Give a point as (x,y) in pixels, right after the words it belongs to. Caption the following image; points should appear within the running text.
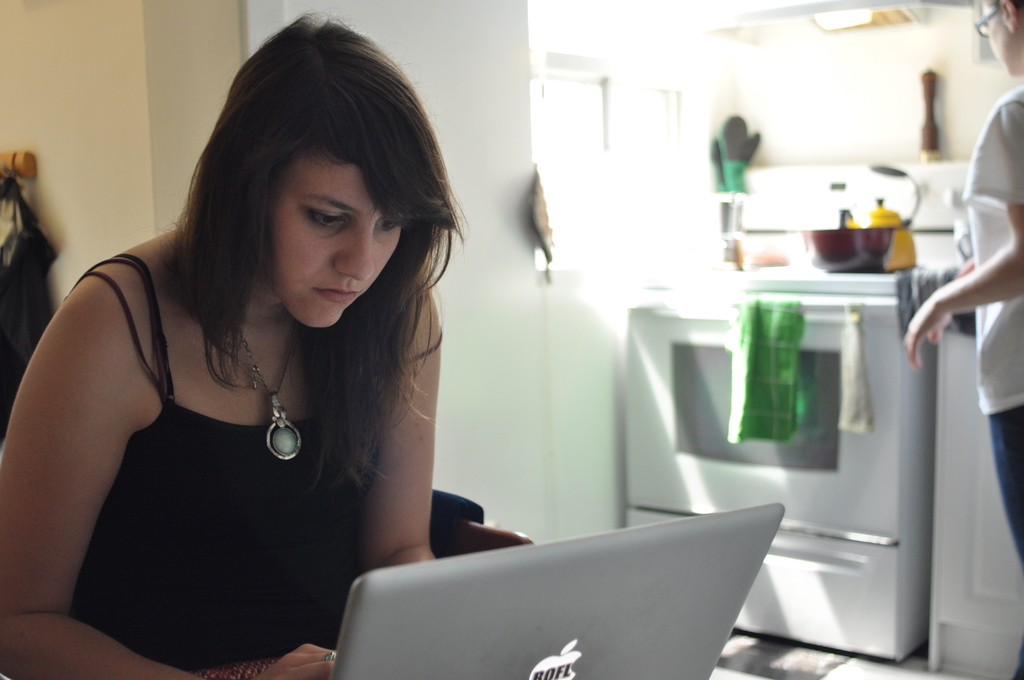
In the foreground of the picture (274,390) we can see a woman (255,429) using a laptop (587,650). On the right (1021,432) there is a woman (1007,437) standing. In this picture we can see clothes (861,407), window (673,194), oven (828,352), stove (760,249) and other objects (729,131). On the left (69,194) we can see wall (42,181), hanger (28,177) and an object (15,246).
